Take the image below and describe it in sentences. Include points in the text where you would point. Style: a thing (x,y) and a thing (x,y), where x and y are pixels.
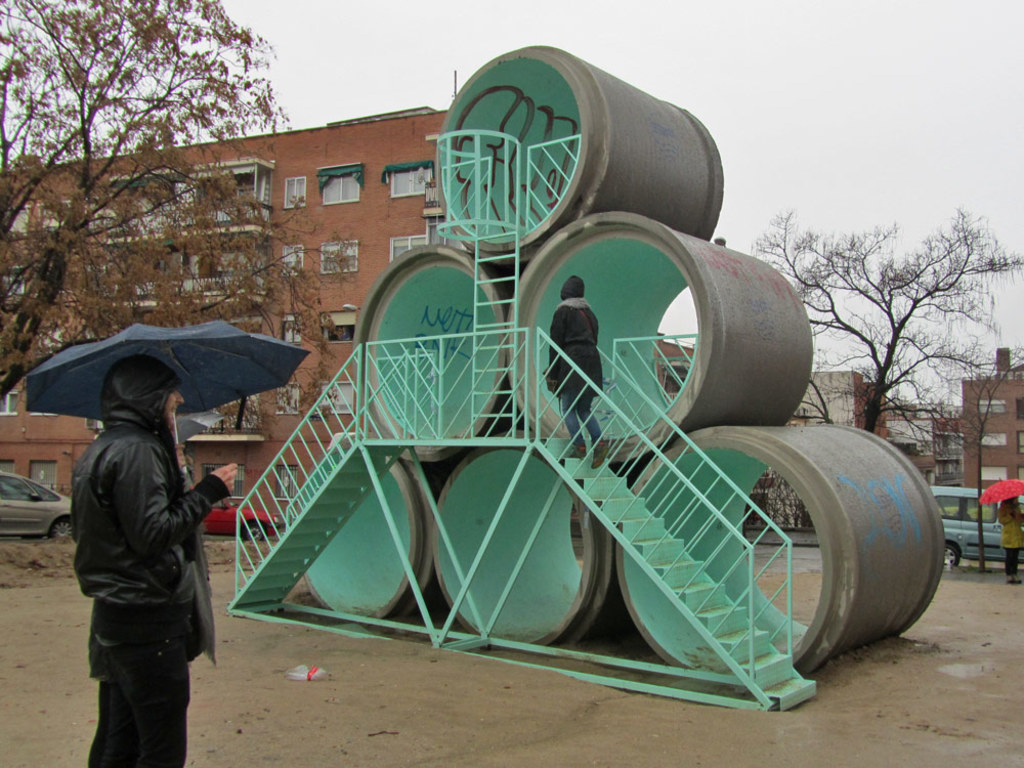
In the image, on the left side (128,495) there is a man (137,473) holding an umbrella (92,372) and he is standing. In front of him there are steps (761,690) with railings (537,421) and also there is a ladder (474,365). There is a person (574,405) on the steps (540,451). Beside her there are big pipes (552,542). On the right side of the image (1013,529) there is a person (1005,515) holding an umbrella (1001,492) and standing. Behind that person (1010,503) on the road (805,537) there are cars (943,520). And on the left side of the image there are cars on the road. And in the image there are trees (11,196) and also there are buildings (940,482).
